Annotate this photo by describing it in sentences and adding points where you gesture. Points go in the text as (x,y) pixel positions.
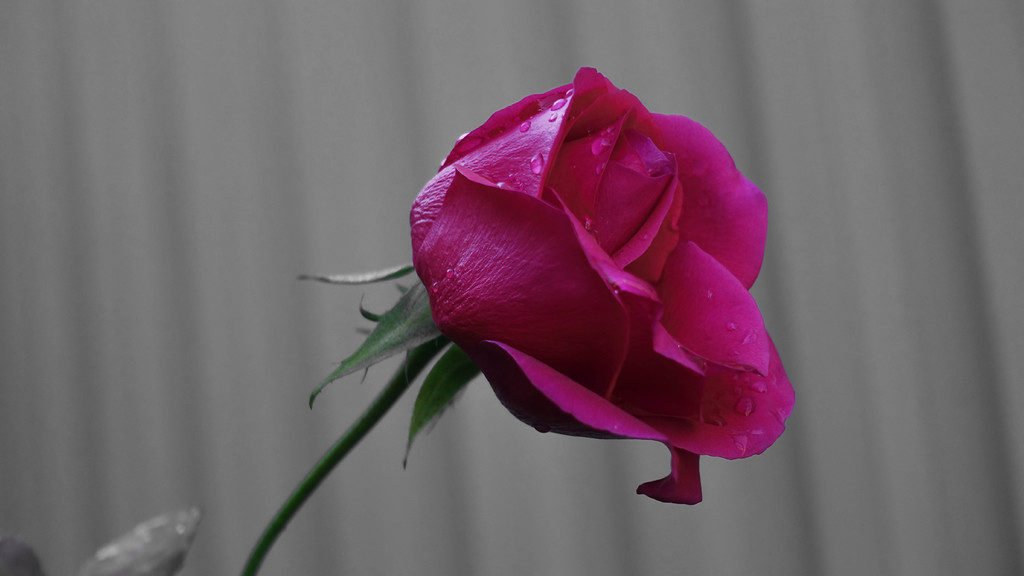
In the image we can see a rose (593,324), pink in color. On the rose (510,172) there are water droplets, the background (57,234) is blurred.
